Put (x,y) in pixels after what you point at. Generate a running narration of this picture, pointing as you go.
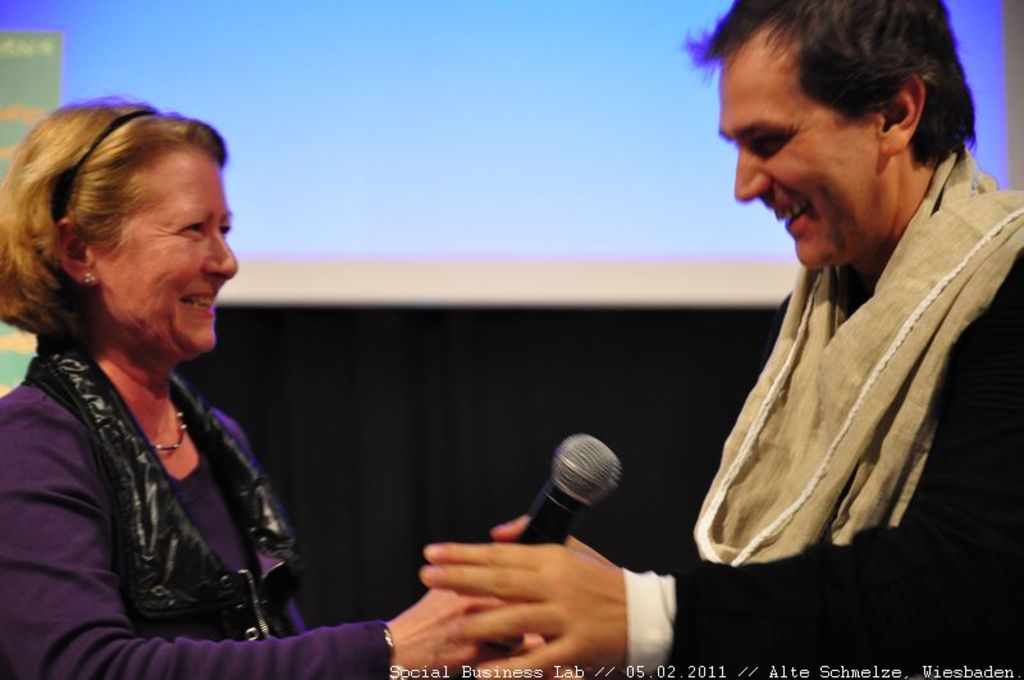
In this picture there were two persons (813,233), a woman (6,538) is towards the left (195,478) and a man (852,581) towards the right (852,581). She is wearing a purple T shirt (20,409) and a black jacket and he is wearing a black blazer (780,312) and a cream scarf (813,387). Both are staring at each other and smiling. Man (831,605) is holding a mike (545,515). In the background (446,268) there is a digital screen (509,117).
